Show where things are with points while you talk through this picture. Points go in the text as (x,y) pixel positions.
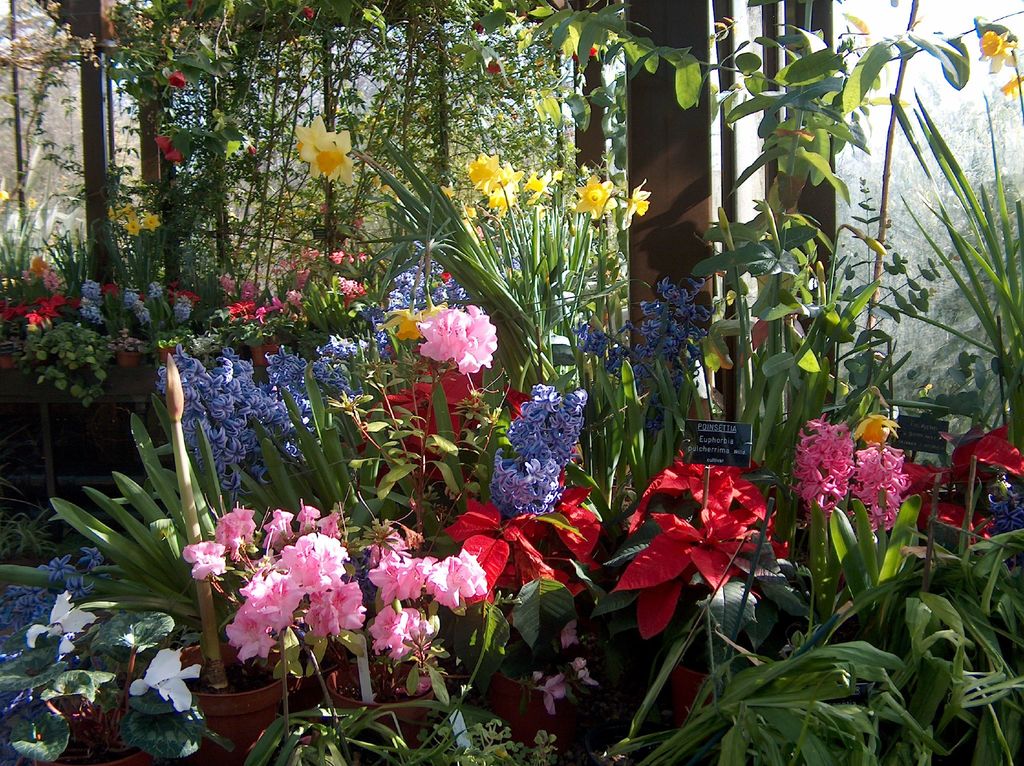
In this picture we can see some plants (408,541) and flowers (669,603) in the front (617,628), in the background (869,181) there are some trees (423,54), we can see name tags (702,448) on the right side (720,447).
